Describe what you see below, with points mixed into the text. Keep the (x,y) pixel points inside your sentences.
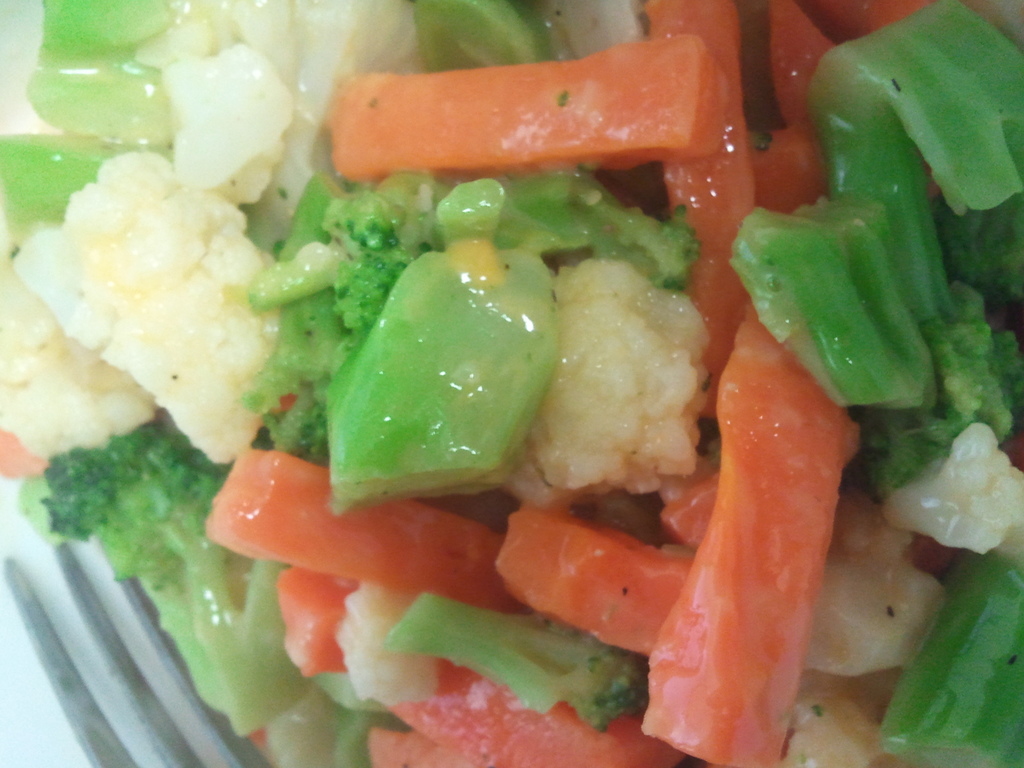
In this image there are different types of cut pieces of vegetables (313,297) are visible.
